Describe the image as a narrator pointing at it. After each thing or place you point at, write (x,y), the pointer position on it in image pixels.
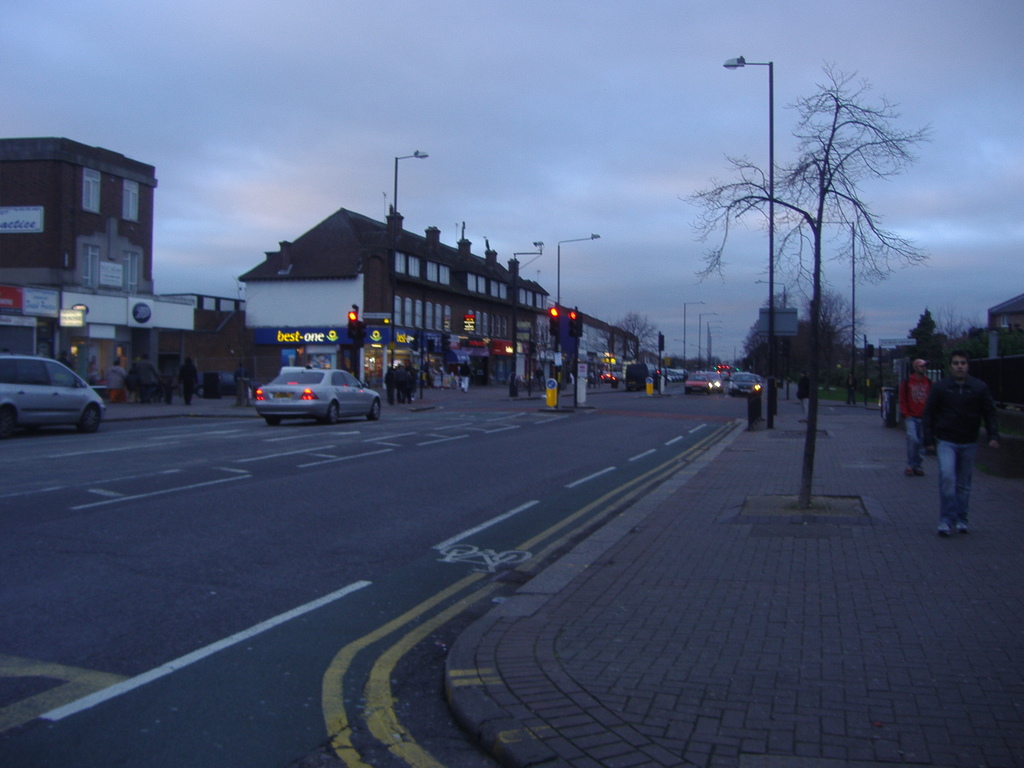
In this picture I can see vehicles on the road (354,431), there are group of people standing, there are poles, lights (611,354), boards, there are buildings (590,333), there are trees (930,333), and in the background (528,68) there is the sky (602,157).
